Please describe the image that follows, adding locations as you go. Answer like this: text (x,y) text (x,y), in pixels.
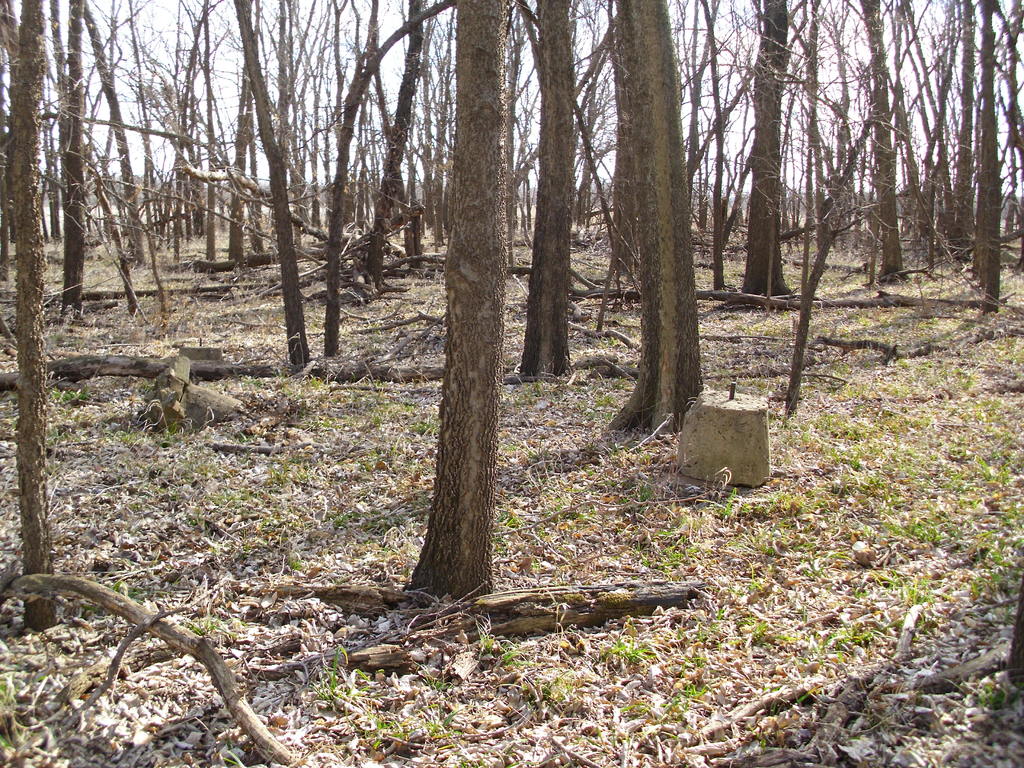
In this picture we can see the view of the forest (625,549). In the front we can see some dry trees (394,137) and on the bottom (447,669) there are some dry leaves (779,640) on the ground (766,641).
